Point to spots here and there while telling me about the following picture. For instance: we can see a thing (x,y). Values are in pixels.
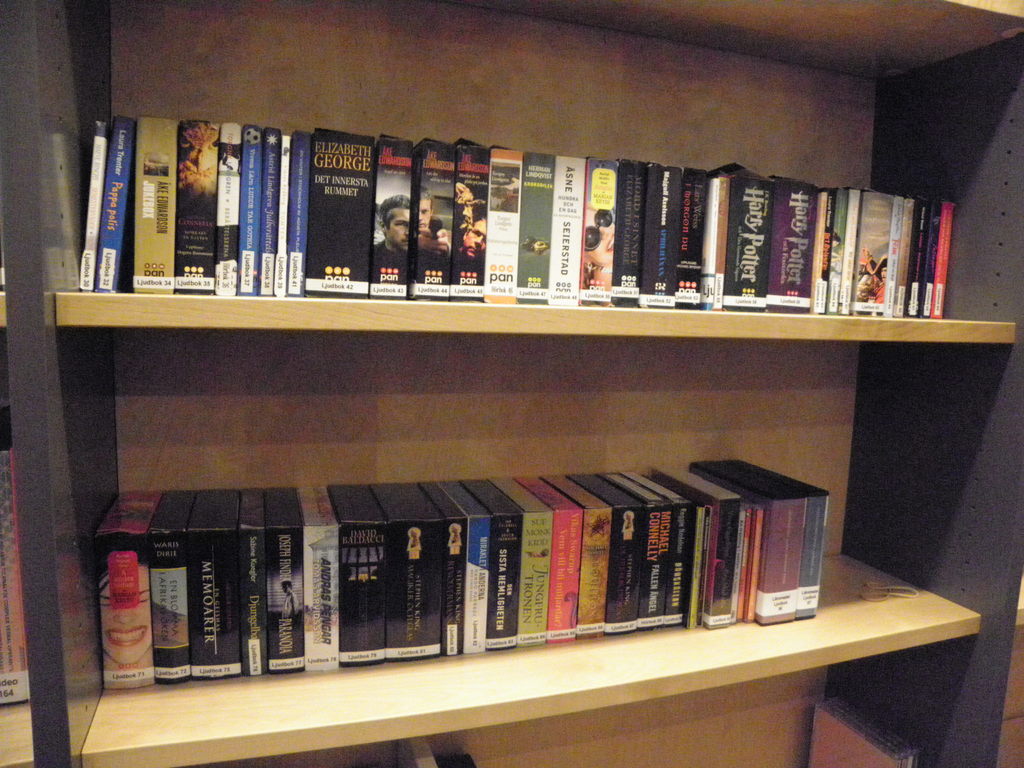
In the image there are different types of books (513,543) kept in the shelves (581,351) in an order.
